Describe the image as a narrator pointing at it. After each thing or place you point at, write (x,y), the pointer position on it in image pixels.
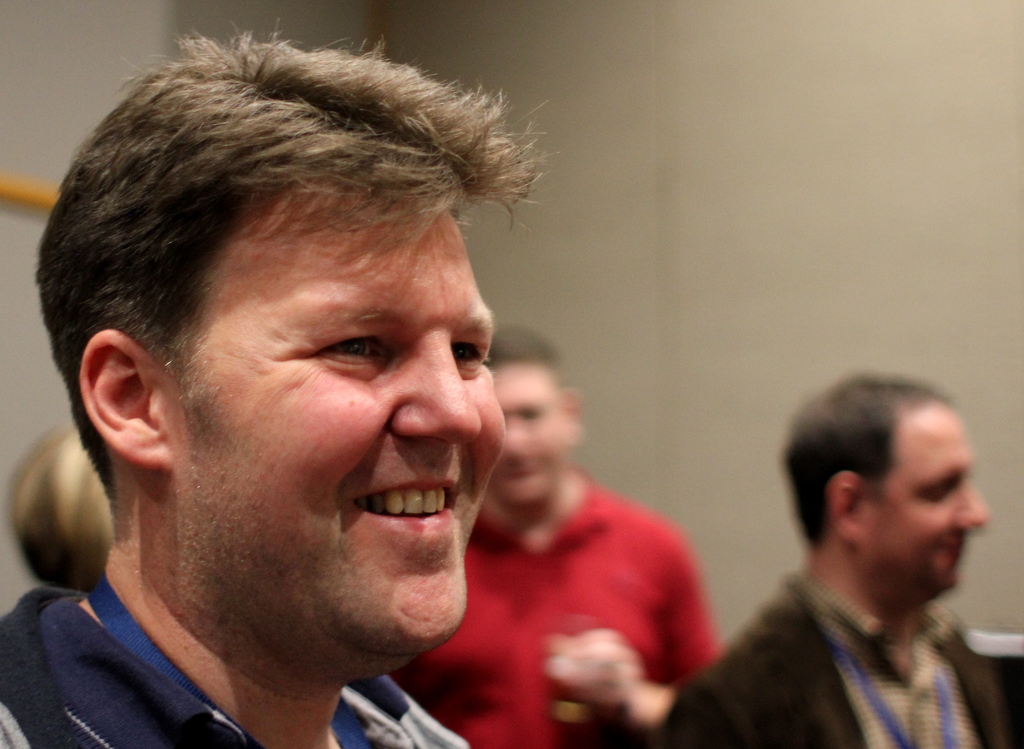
In this image we can see some people (455,413) smiling. On the backside (696,266) we can see a wall (582,344).
